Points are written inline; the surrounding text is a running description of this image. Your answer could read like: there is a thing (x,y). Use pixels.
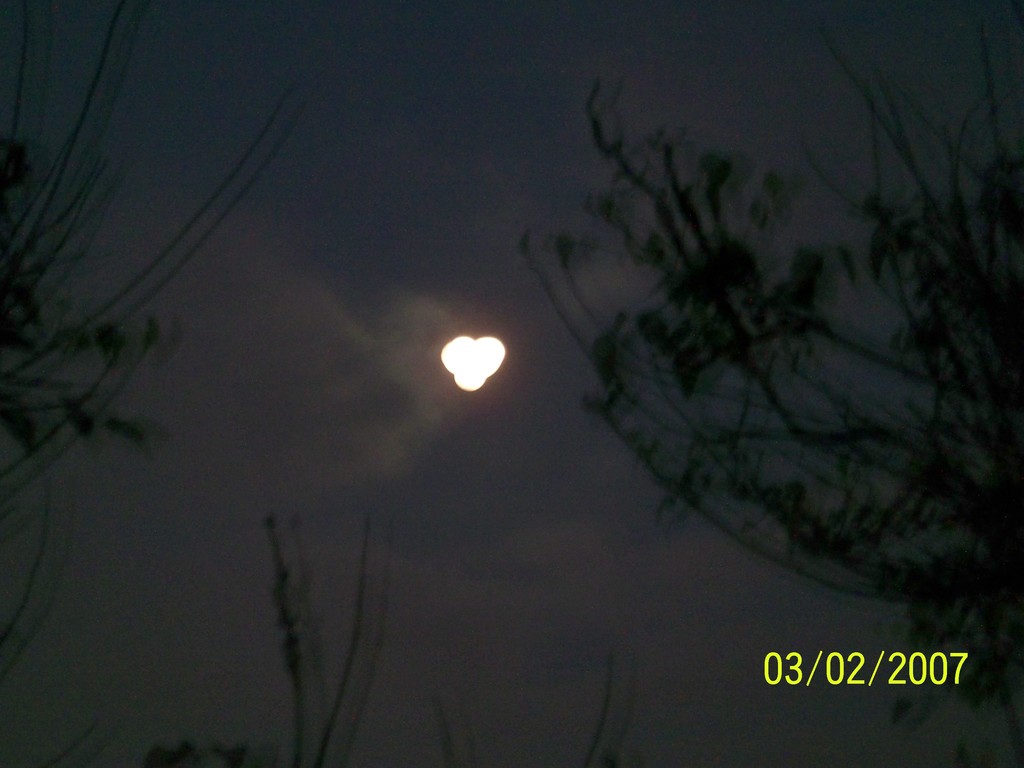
In this image there is a light (469,361) in the middle (478,374). On the right side (817,432) it seems like a plant (906,419). At the bottom (898,669) there is a date (903,661).
